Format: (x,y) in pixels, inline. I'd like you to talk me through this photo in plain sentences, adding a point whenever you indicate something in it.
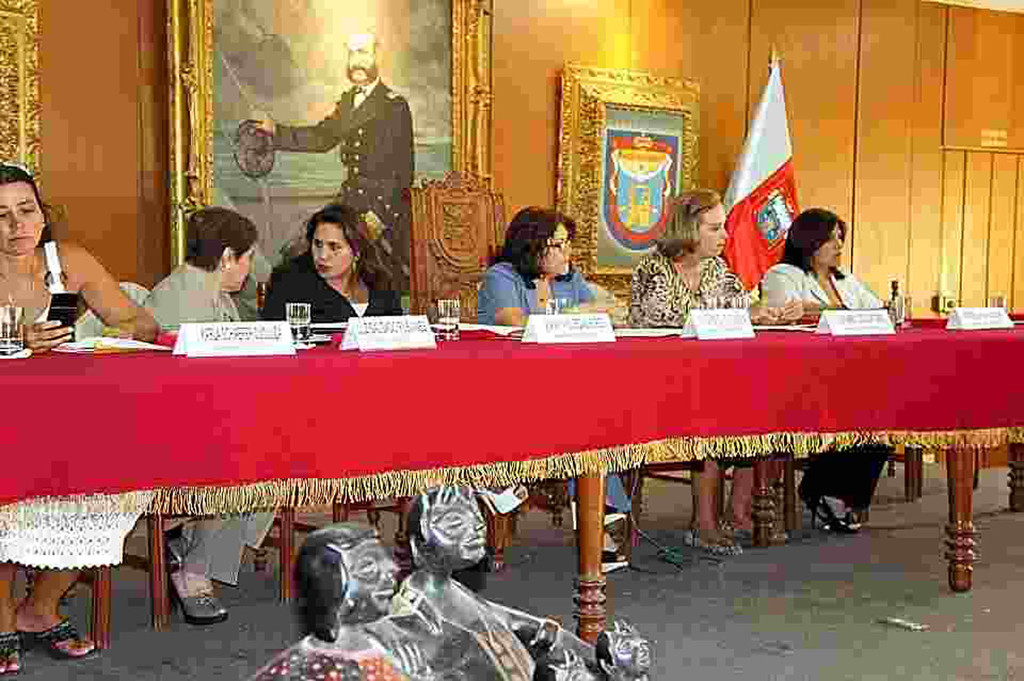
There are some people (119,283) sitting in the chairs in front of a table (153,424) on which some name plates (389,332) glasses (437,325) and some papers (119,338) were there. There are some frames (303,123) attached to the wall (101,103). In the background (749,156) there is a flag (757,193). All of them were women (672,287) here.
